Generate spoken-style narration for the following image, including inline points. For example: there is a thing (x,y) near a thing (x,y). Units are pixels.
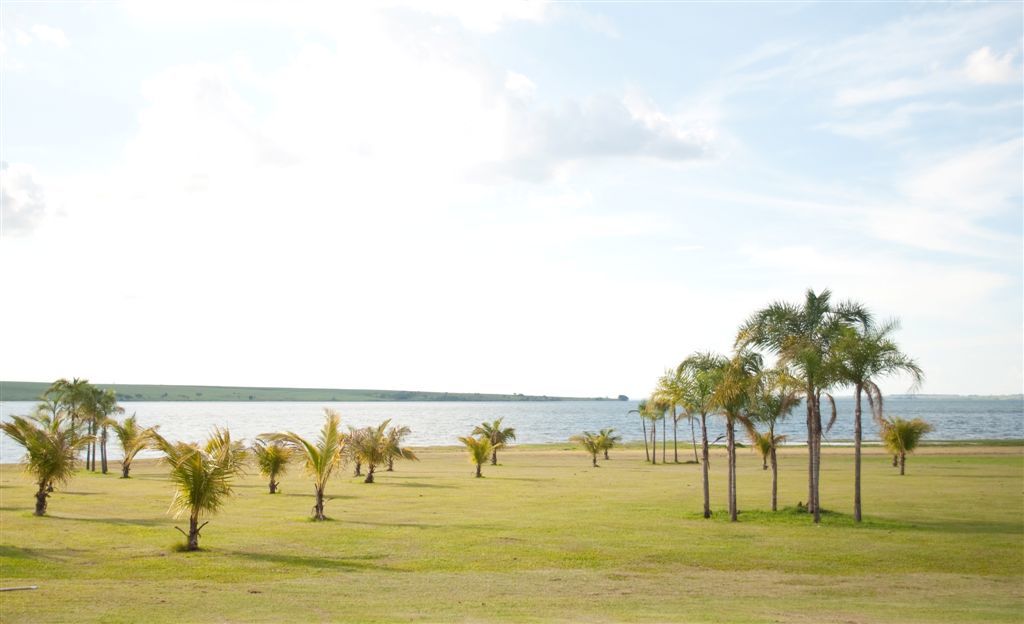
In this picture we can see few trees (899,423), in the background (620,372) we can find water (606,417) and clouds (501,174).
